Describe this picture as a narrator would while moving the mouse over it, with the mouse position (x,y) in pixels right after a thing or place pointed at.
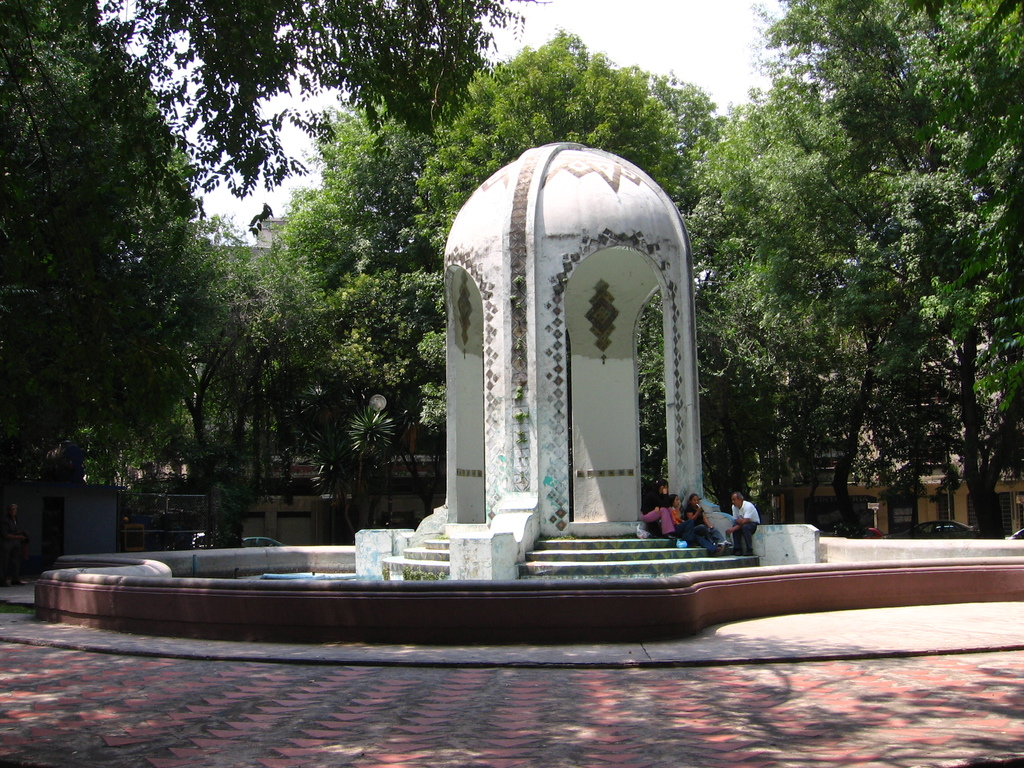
In the image we can see the arch design construction (567,311) and there are people (714,539) sitting, wearing clothes (751,539). Here we can see stairs (587,555), footpath (550,689), trees (279,279) and the sky (491,41).
